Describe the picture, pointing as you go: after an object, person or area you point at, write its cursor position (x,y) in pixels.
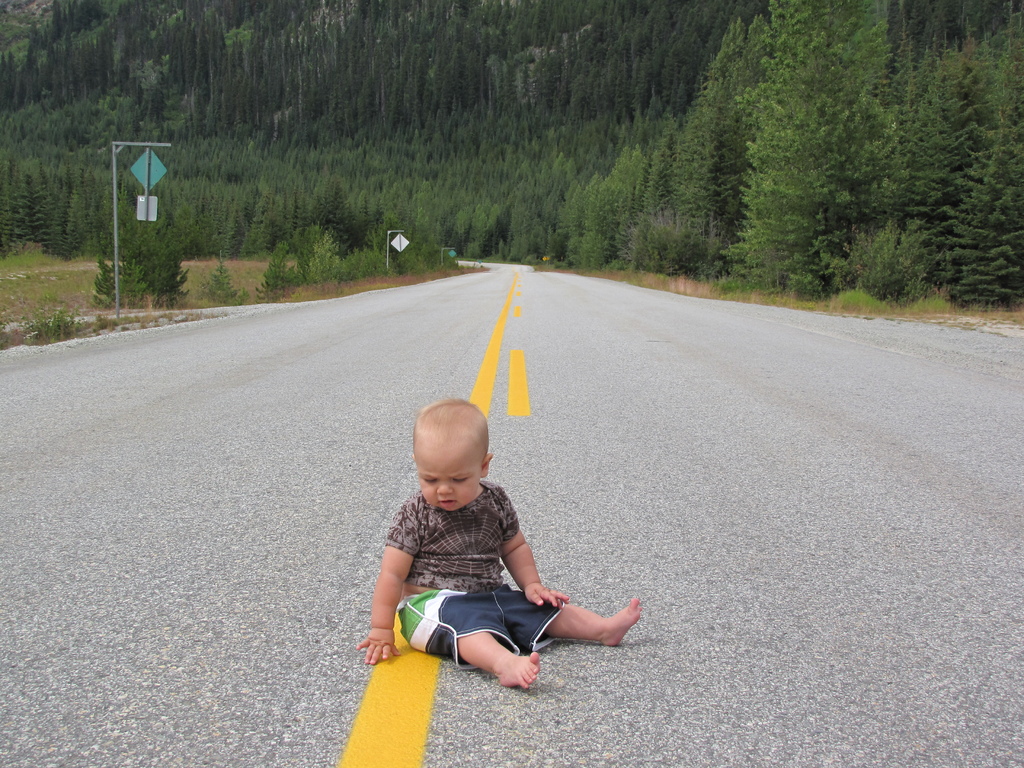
In this image I can see a child (467,592) is sitting on the road (556,700). I can see few poles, few boards (145,163) and few trees (373,165) which are green in color.
